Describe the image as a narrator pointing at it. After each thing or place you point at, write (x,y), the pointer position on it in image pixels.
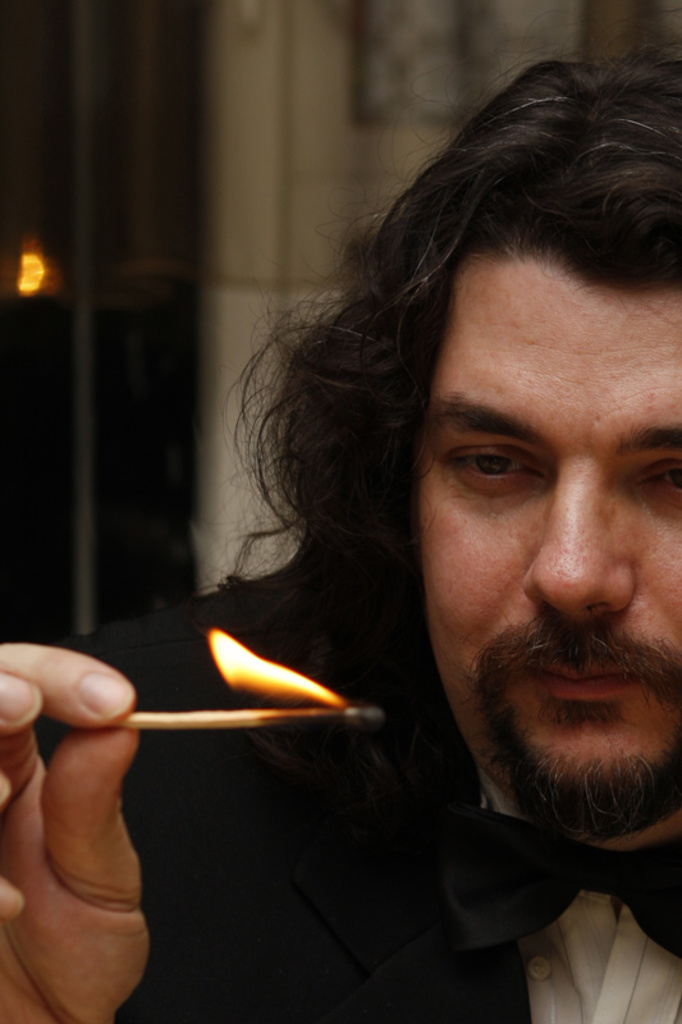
In the center of the image (287,604) a man (287,604) is holding matchstick (234,715) with fire (313,693). In the background of the image (260,279) we can see light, grills (88,194), pillar (273,156), wall (323,168), photo frames (382,103).
